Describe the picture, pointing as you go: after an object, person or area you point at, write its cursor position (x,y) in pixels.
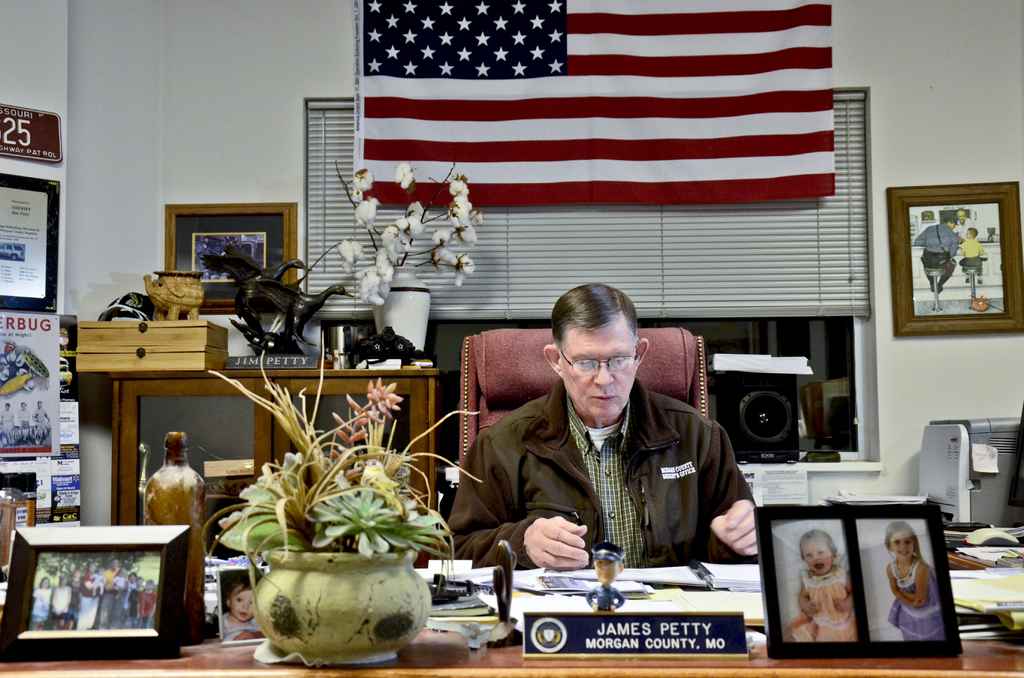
This image is clicked in a room (526,662). It has a table (938,663) in the bottom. That table (633,592) has a photo frames (235,591), name board (739,617), flower pot (359,483), papers (578,593), books (480,607), files (723,605) and a bottle (184,442). There is a flag (568,106) on the top (698,168). Behind that flag (375,151) there is a window blind (534,313) and Windows (707,355) and near that Windows (770,338) there is a speaker (758,417). There is a photo frame (929,258) on the right side (969,264) and left side (281,214) too. There are magazines (8,396) and papers (49,387) on the left side (49,334). There is a cupboard (245,453) in this image.
